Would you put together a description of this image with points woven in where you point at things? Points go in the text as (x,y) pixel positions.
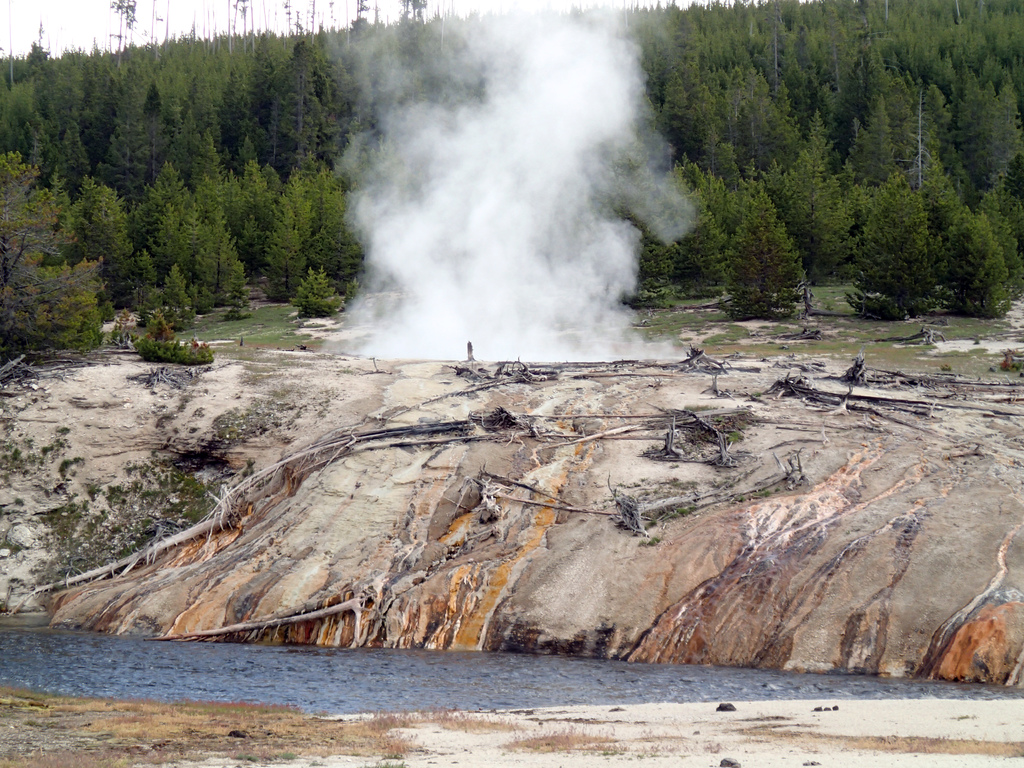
In the picture I can see white color smoke (410,339), trees (91,92) and the water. In the background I can see the sky (159,34).
